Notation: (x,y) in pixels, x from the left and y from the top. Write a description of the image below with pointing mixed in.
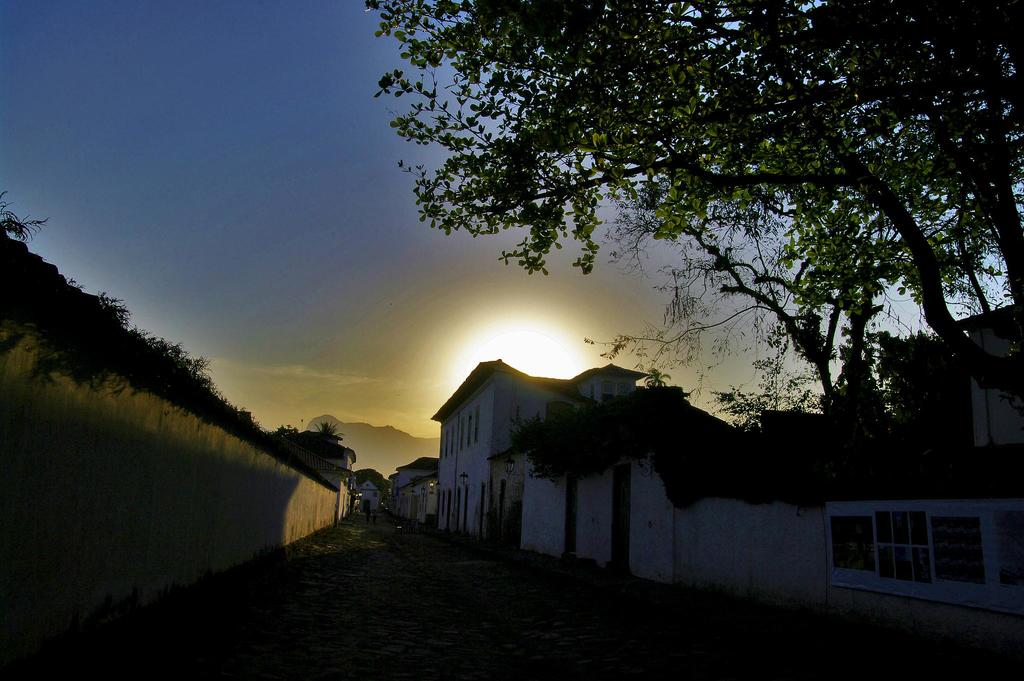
On the left side of the image (150,507) we can see a wall (335,494). On the right (821,464) there are buildings (446,432) and trees (832,224). In the background (358,426) there is a hill (390,441), sky (383,410) and we can see the sun (532,357).
